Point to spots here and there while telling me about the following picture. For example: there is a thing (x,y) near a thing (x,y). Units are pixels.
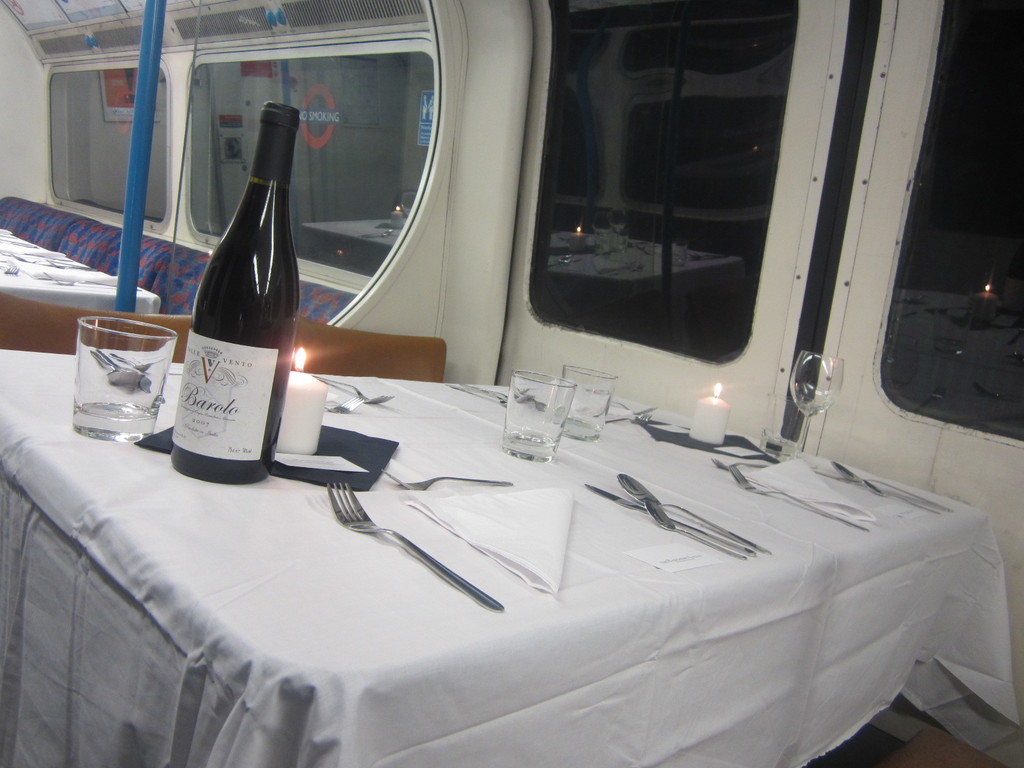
In this image i can see a table (384,625) on which there are few tissues (524,516), few spoons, few glasses (543,420), 2 candles (294,432) and a bottle (262,361). In the background (337,171) i can see glass windows (370,169) and a vehicle (531,146).
